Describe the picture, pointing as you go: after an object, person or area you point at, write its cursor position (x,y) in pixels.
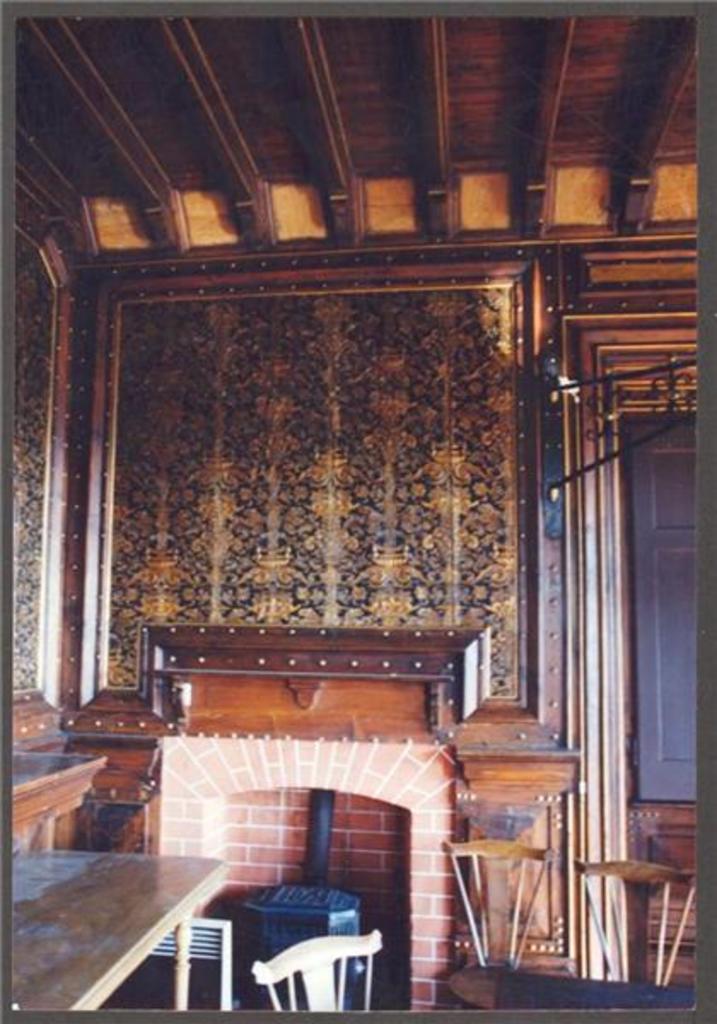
In this picture there is a fireplace (309,775) in the room (340,754). Beside that I can see the chairs (378,950) and tables (111,877). At the top (388,93) I can see the wooden roof (396,74).
